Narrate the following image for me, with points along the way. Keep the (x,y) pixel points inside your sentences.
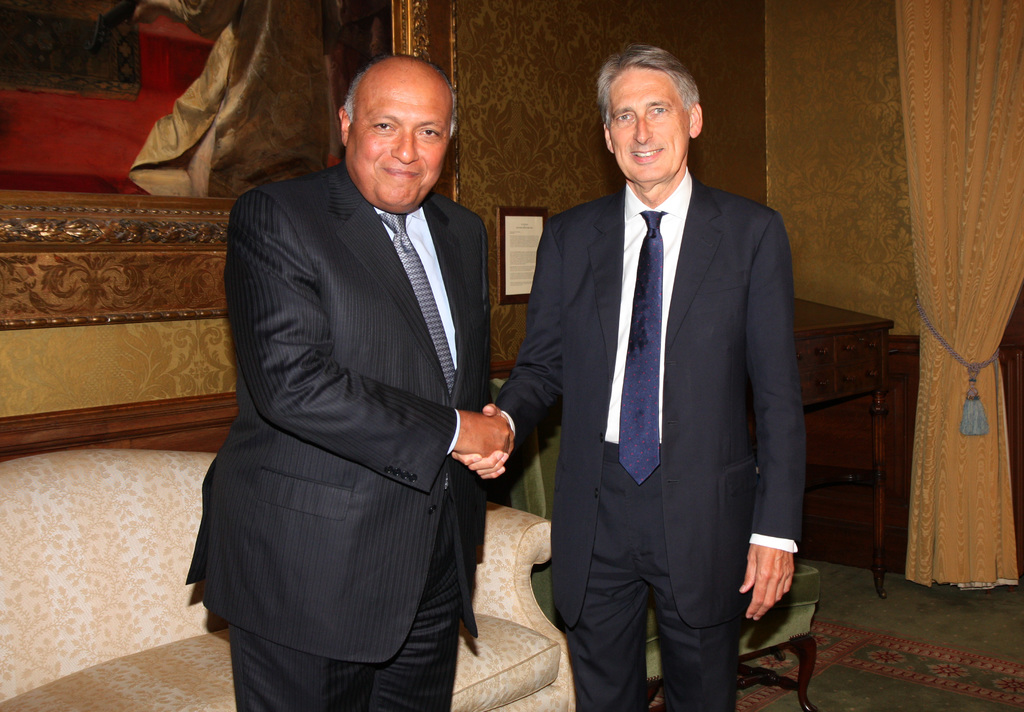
In this picture we can see two men (411,401) shaking their hands (486,408) and smiling. There is a sofa (91,665), chair (540,590) and a carpet (950,646) is visible on the ground (850,616). We can see a curtain (985,341) and a rope (969,397) on the right side (968,397). There are a few frames (334,109) and some designs (173,369) are visible in the background (28,397).
